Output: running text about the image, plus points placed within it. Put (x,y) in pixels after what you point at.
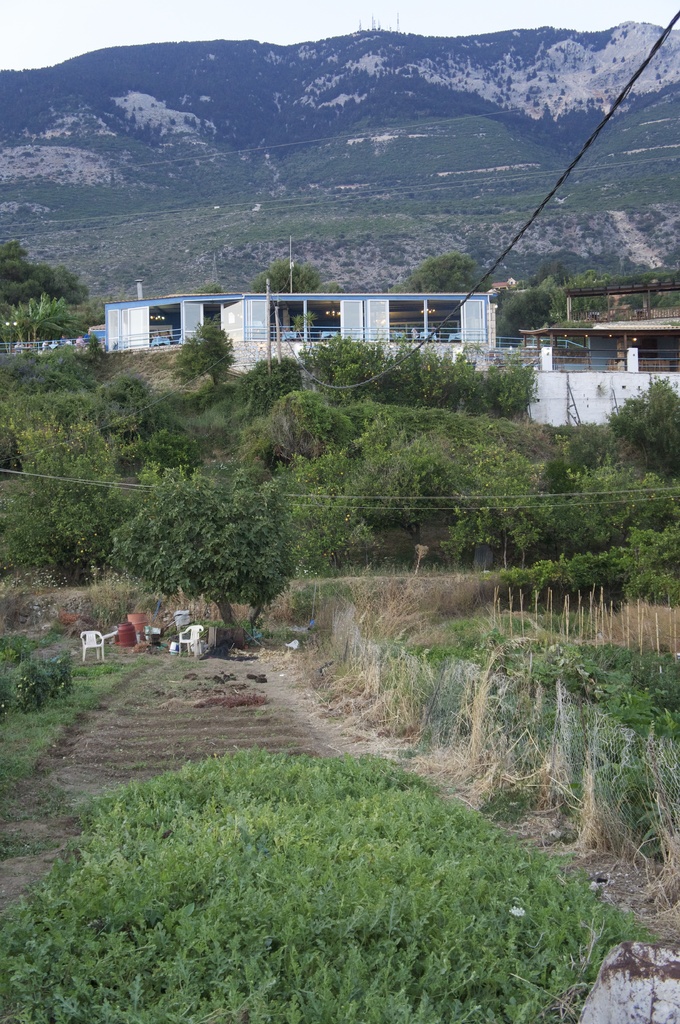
In this picture there are some trees (293,435). In the front side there is a white color house (154,326). In the bottom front side we can see some white color chairs (87,651). In the Background (305,235) there is a huge mountain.
